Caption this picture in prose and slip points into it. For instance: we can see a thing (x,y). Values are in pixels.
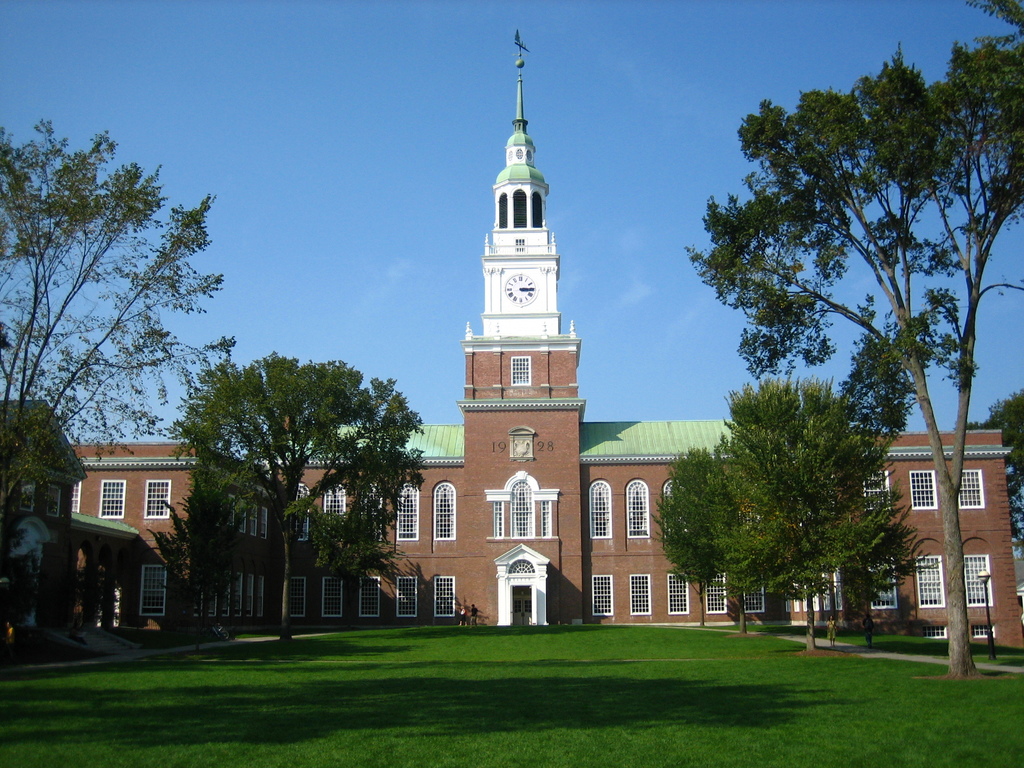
In this image I can see a building (591,474), number of windows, number of trees (321,421), the sky (632,235), a clock (522,277), shadows (361,641) and grass (476,669). I can also see a light (981,578) over there.
